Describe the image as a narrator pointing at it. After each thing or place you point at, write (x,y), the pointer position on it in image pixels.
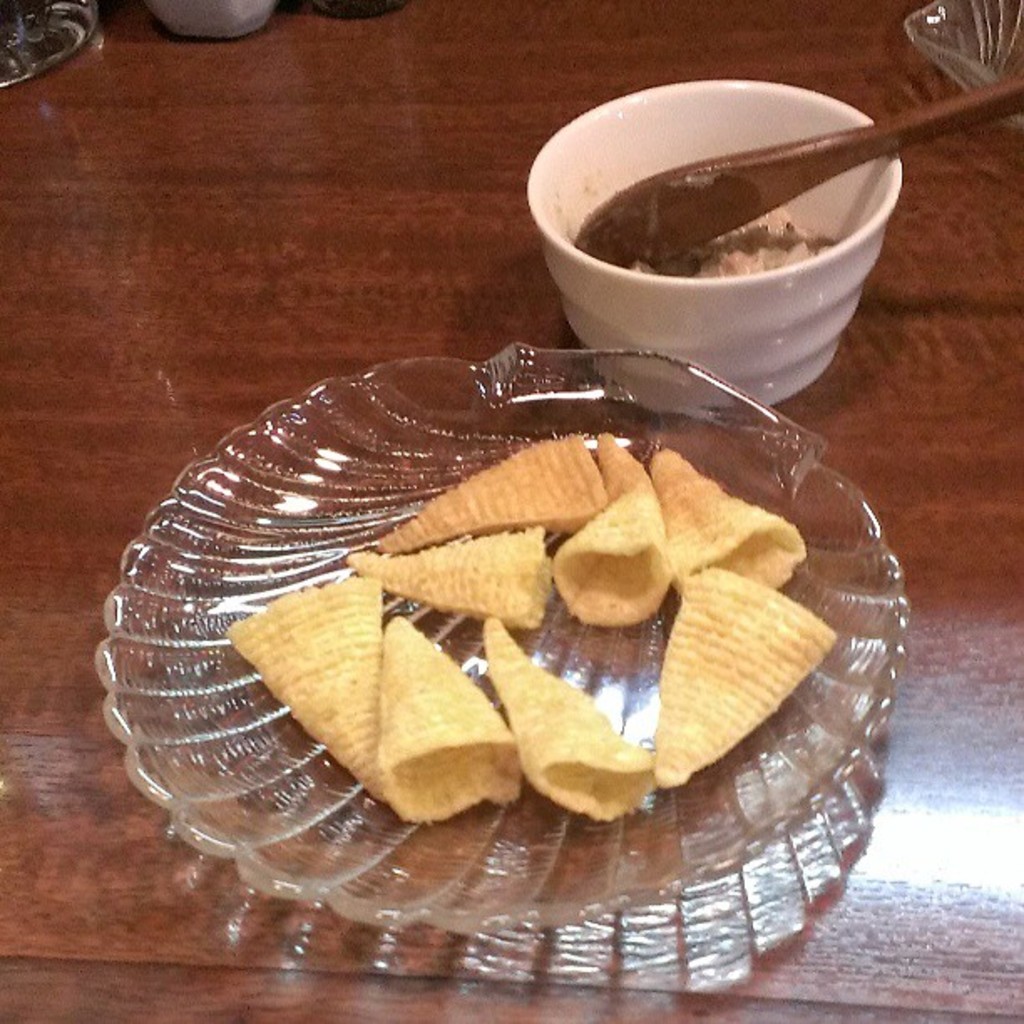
In this image we can see food items (462,570) on a glass plate (546,819) which is placed on the wooden surface (216,125). Beside the plate (671,391) we can see a bowl (670,164) with food (738,263) and a spoon (705,231) in it. At the top (949,35) we can see few more objects (67,10) on the surface (308,82).
